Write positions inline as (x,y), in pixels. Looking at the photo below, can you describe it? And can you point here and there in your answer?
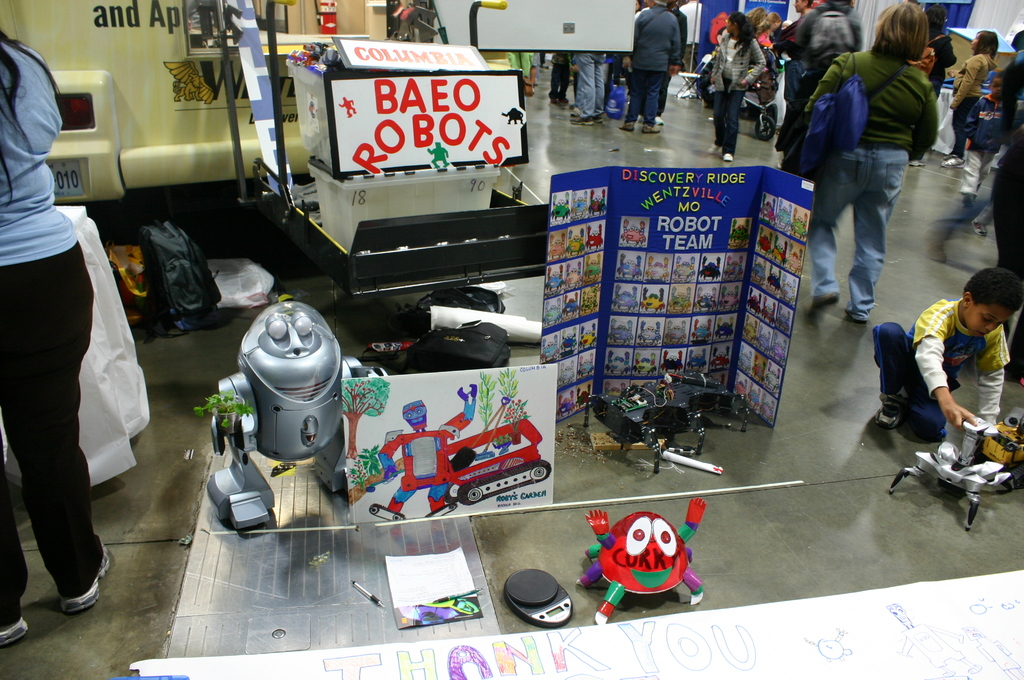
In this image we can see charts (755,234), boards (579,290), pen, bags (454,350) and so many objects (971,459) on the floor (822,513). We can see people (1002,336) and children (992,303) on the right side of the image (977,300). We can see a person (53,372) on the left side of the image (49,495). Behind the person (50,103), we can see a white color object (99,418), bags (154,226) and a vehicle (199,71).
